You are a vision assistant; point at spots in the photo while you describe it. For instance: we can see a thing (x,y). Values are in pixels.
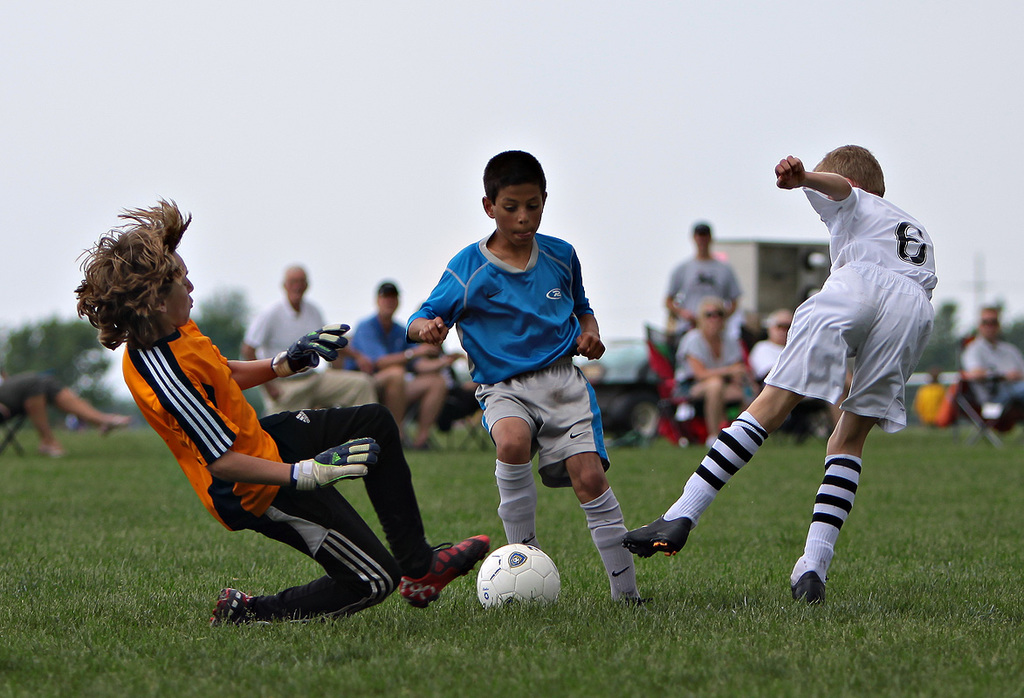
This picture shows three boys (505,520) playing football all on the green field (577,688) and we see few people (699,333) seated and watching and we see a Man (692,295) standing and watching them.
